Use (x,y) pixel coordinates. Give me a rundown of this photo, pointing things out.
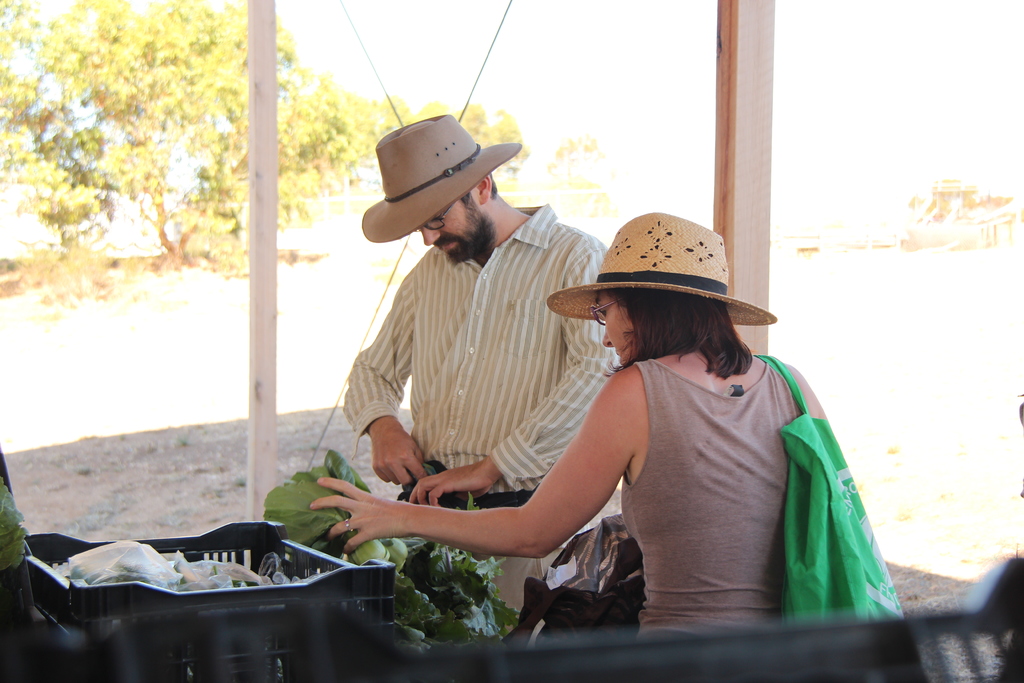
In the foreground of this image (761,448), there is a woman (692,461) wearing a hat (677,248) and a bag (813,546), holding a bag (575,592) and few leafy vegetables (300,504). At the bottom (343,651), there are covers (197,569) in black color baskets (296,654). In the middle (549,274), there is a man (496,328) wearing hat (397,182). Behind him, there are wooden poles (749,141) and in the background (236,145), there are trees (362,148) and the sunny sky (414,75).
